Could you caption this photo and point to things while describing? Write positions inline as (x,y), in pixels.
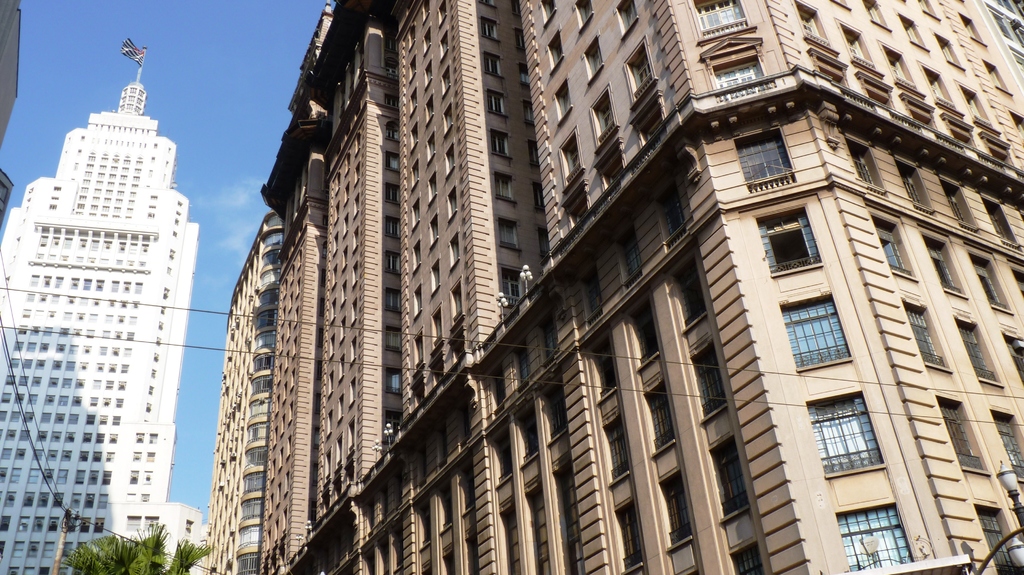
On the right side (727,191) there are big buildings (594,303), on the left side (147,255) there is a building (117,276) in white color. At the top (243,62) it is the sky (243,75).
